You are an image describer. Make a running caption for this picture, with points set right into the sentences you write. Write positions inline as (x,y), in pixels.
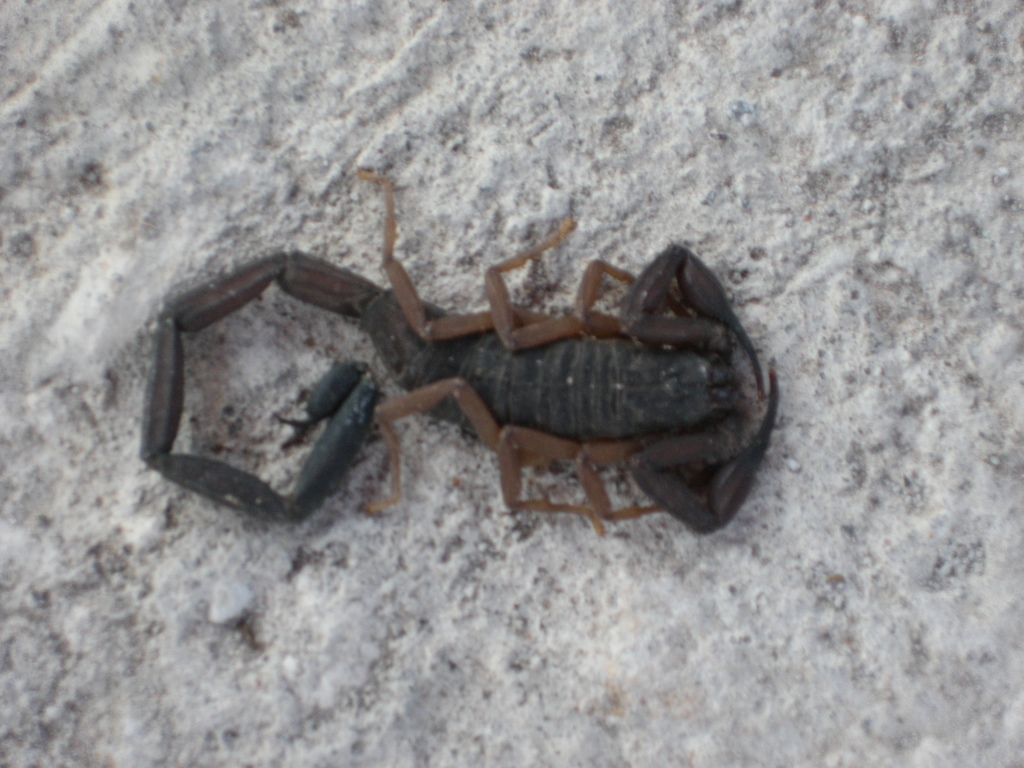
In this image I can see the scorpion (417,374) on a white color surface (435,483).
